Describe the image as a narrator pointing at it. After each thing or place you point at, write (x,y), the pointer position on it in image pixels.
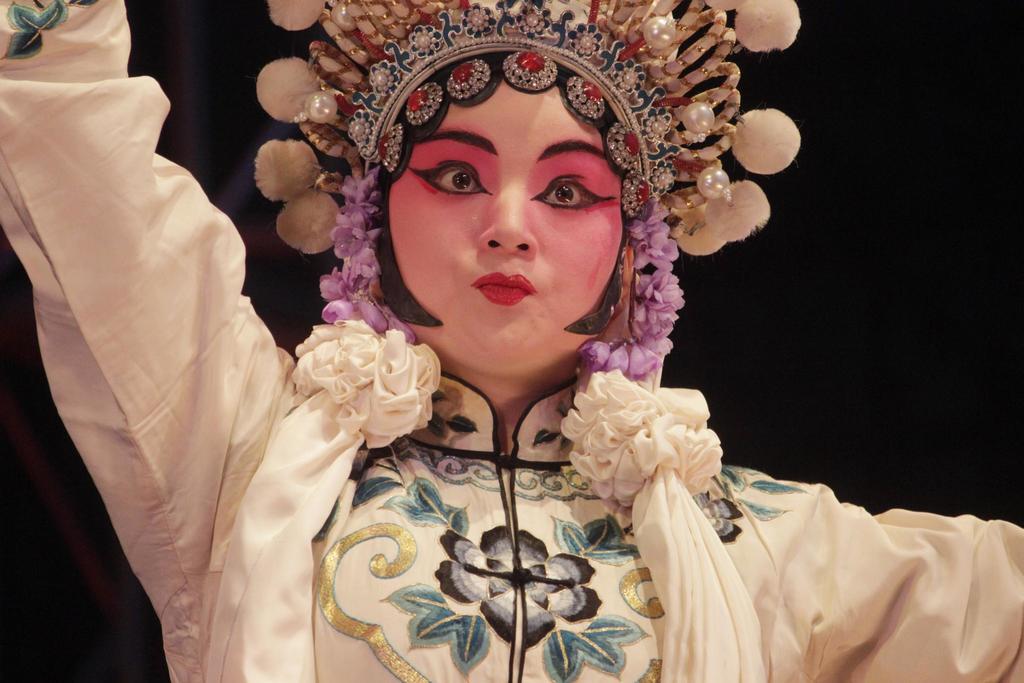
In this image we can see a person (455,306).
